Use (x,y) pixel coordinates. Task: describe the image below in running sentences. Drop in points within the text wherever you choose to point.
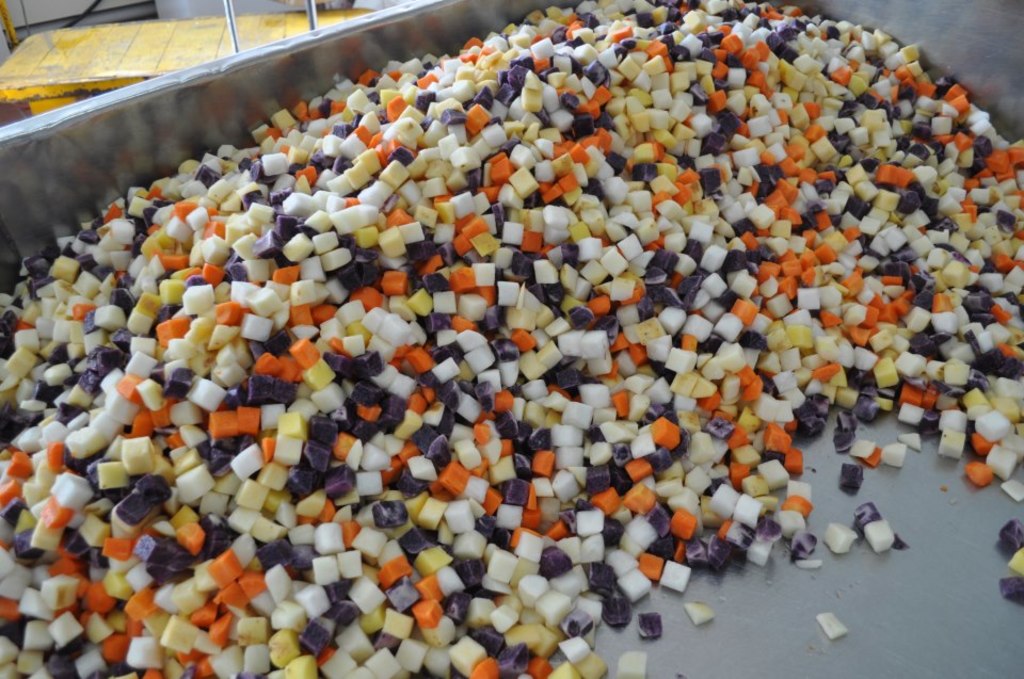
It is a zoom in picture of colorful chopped vegetables (579,436) placed in a steel container (312,56).
